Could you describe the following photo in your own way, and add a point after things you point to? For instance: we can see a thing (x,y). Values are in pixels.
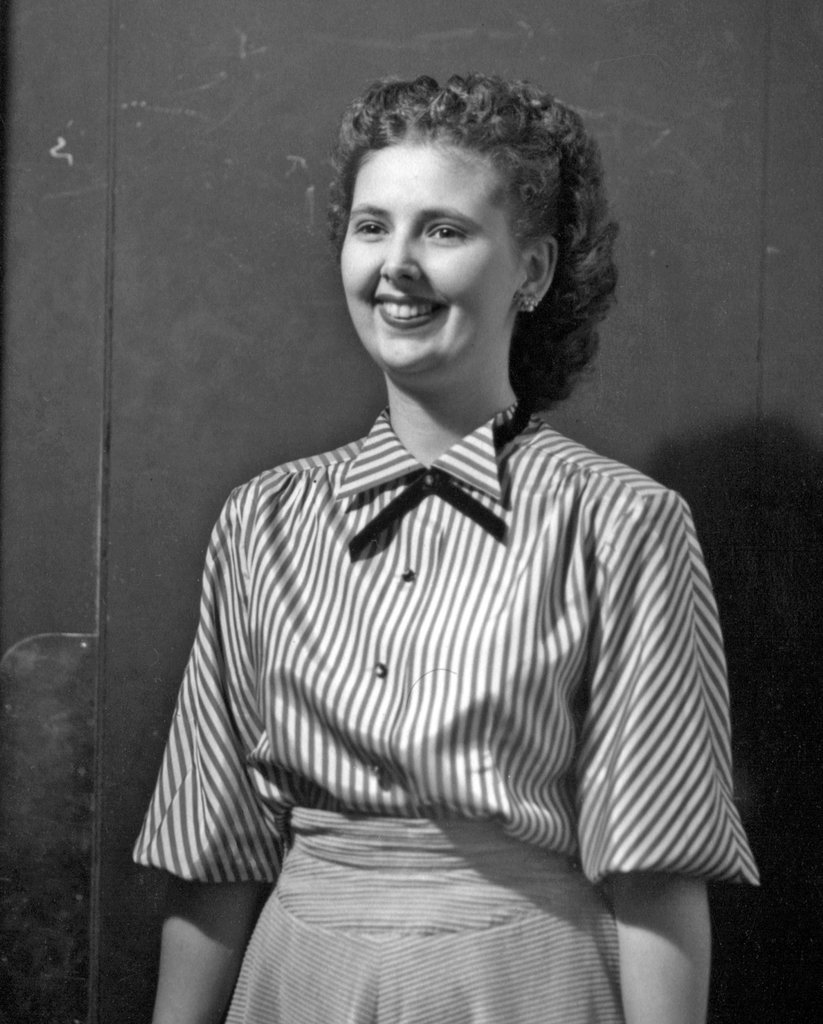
In this image I can see a person (284,577) standing and the image is in black and white.
